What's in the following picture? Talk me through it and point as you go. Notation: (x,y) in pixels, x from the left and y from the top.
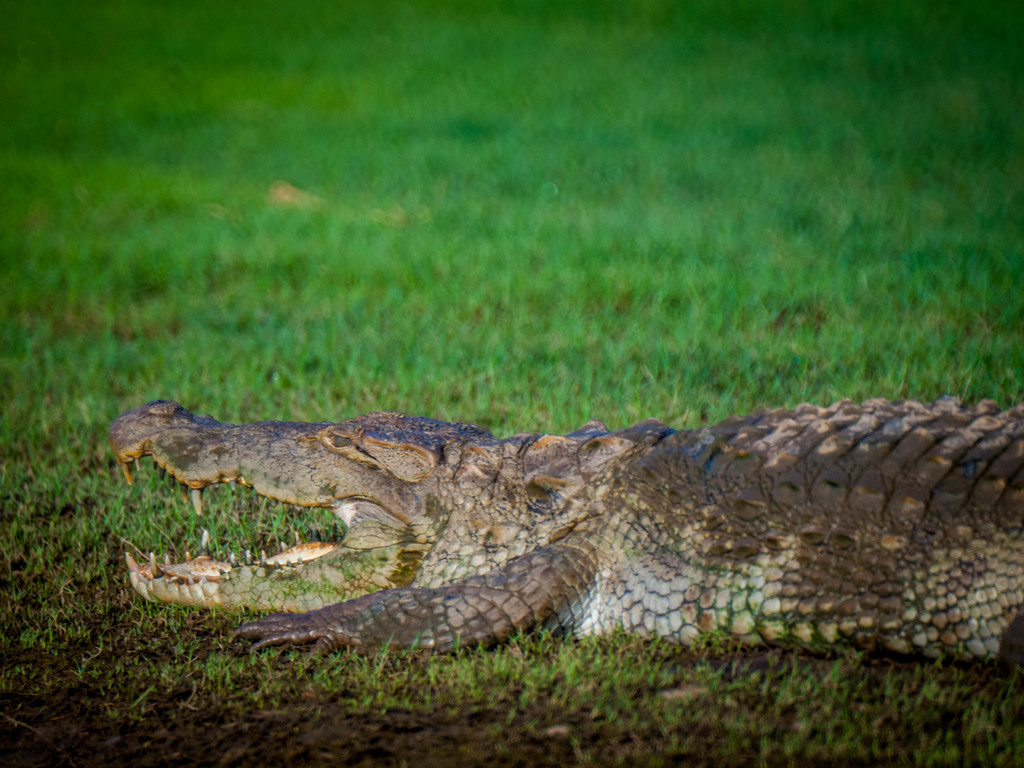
In this image there is a crocodile (493,553) on the surface of the grass (408,399).
